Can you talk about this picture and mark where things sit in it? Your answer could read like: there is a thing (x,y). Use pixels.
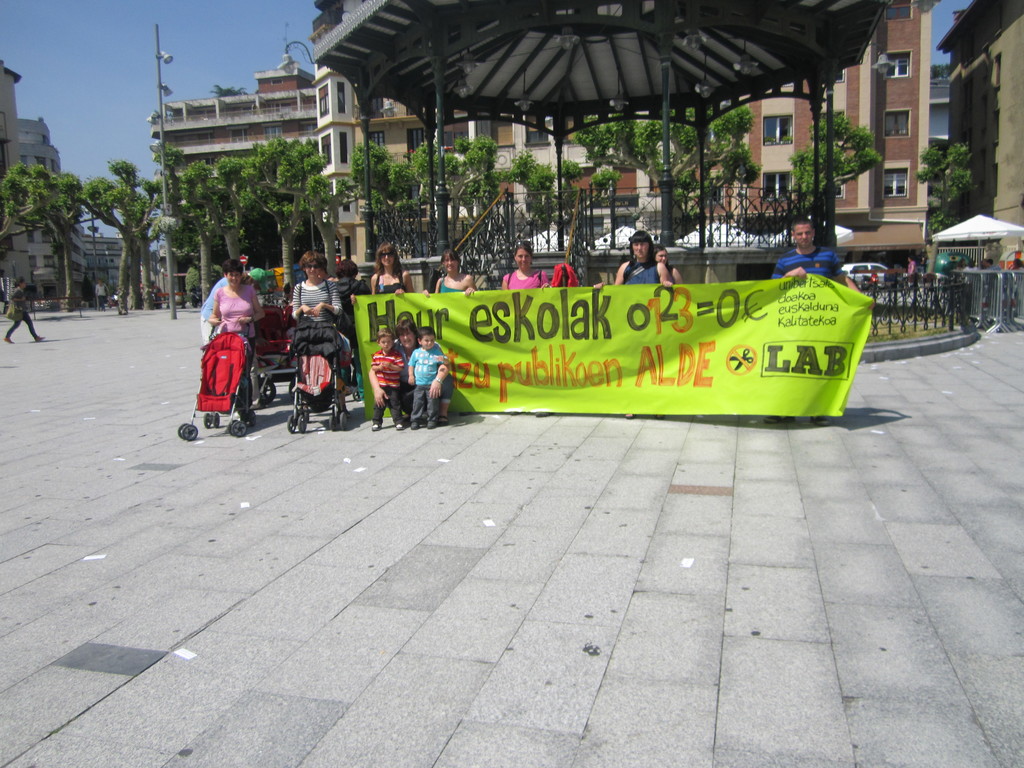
In this image there is a group of people (340,306) standing and protesting, a few of them are holding a banner (741,304) in which some text (804,365) is written and another few are holding strollers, in the background (424,207) there are buildings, trees (100,200), sheds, a car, street light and a group of people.
